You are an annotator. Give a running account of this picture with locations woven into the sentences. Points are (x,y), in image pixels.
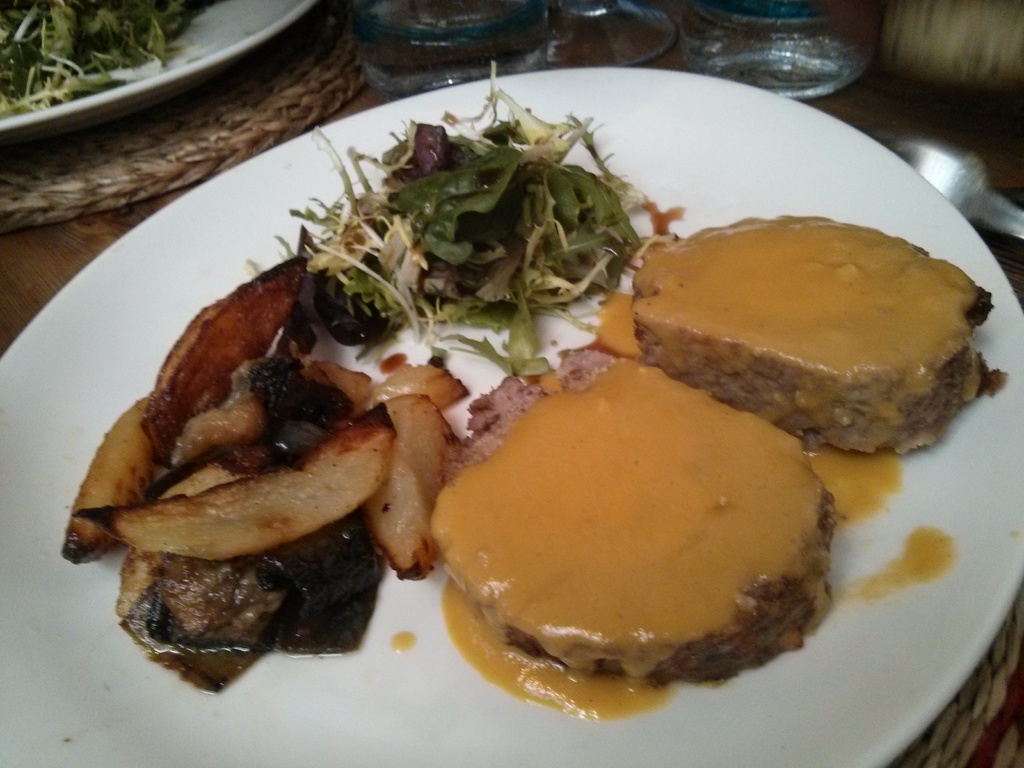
In this picture we can see plates (215,180), food items (452,144), spoon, glasses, mats (191,153) and these all are placed on a platform (1021,270).
